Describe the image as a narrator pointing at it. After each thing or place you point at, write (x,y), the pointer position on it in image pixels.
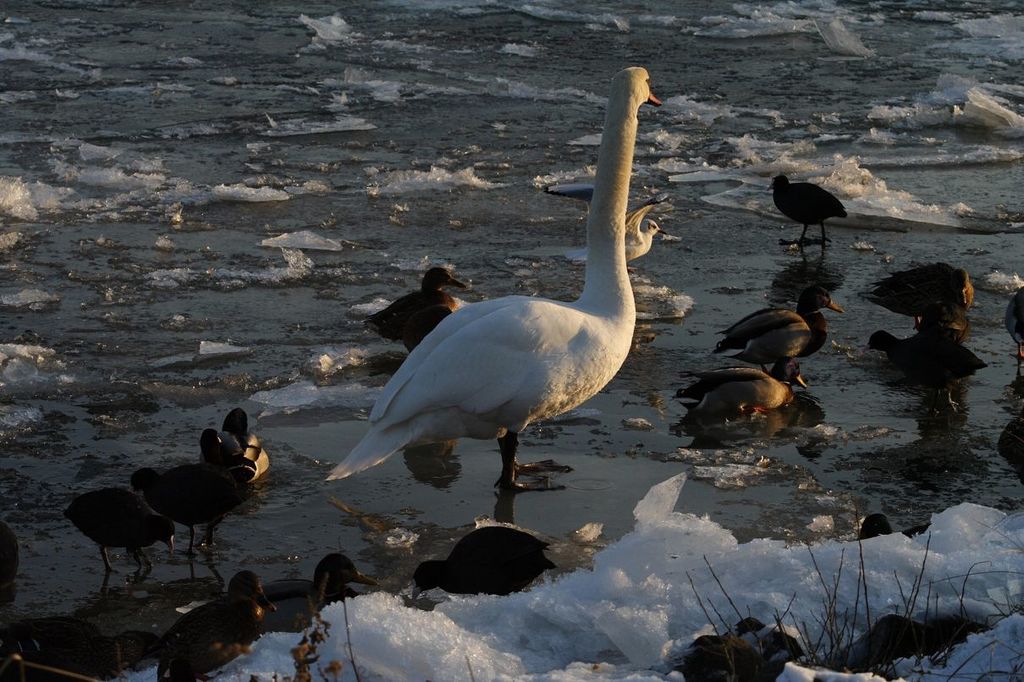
In the picture we can see a part of snow surface (631,597) and near to it, we can see some ice (306,236) and water surface (339,214) on it, we can see some ducks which are black in color and one swan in white in color.
